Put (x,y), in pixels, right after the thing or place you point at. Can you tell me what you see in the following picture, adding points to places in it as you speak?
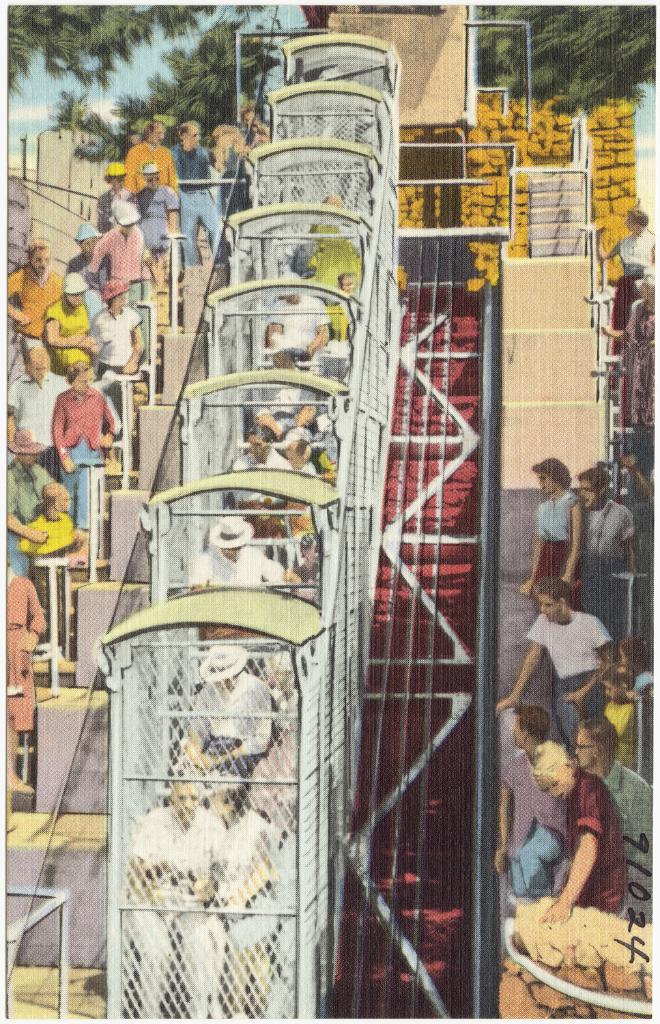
As we can see in the image there is drawing (218,476) of few people (117,399) here and there, stairs (550,257), trees (122,39) and sky (157,69).
